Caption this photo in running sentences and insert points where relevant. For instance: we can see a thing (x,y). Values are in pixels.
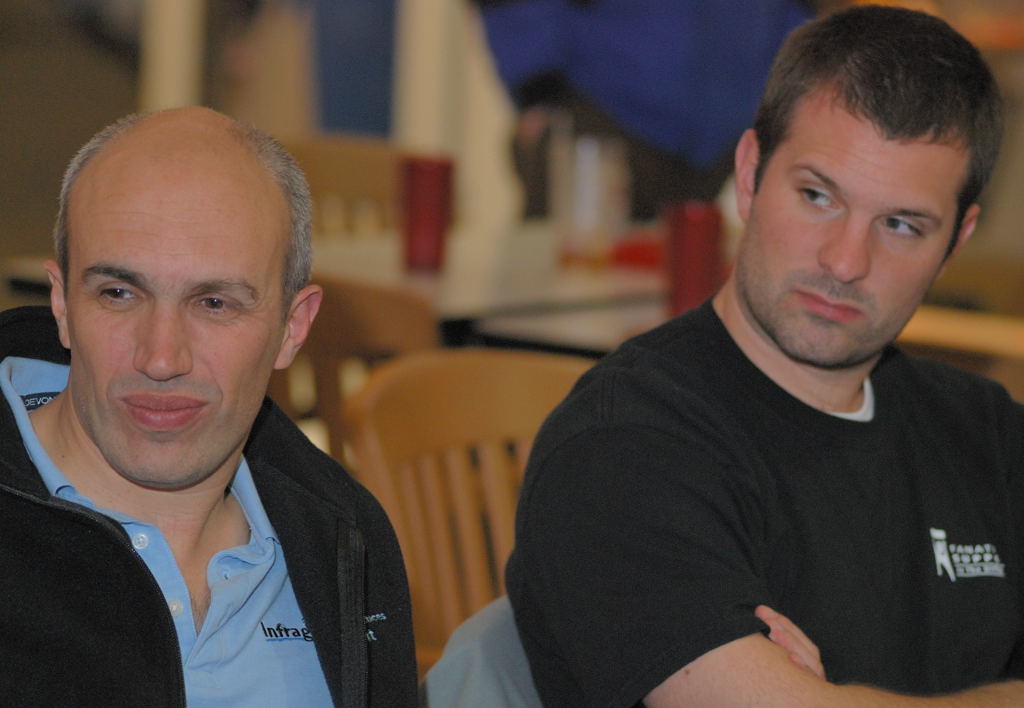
In this image in the front (619,520) there are persons (601,518) sitting. In the background (373,349) there are empty chairs (412,388) and there are tables (516,233) and on the table (549,234) there are objects (712,276) which are red in colour and there is a curtain (664,81) which is blue in colour and there is a wall (121,90) and a pillar (163,66).
